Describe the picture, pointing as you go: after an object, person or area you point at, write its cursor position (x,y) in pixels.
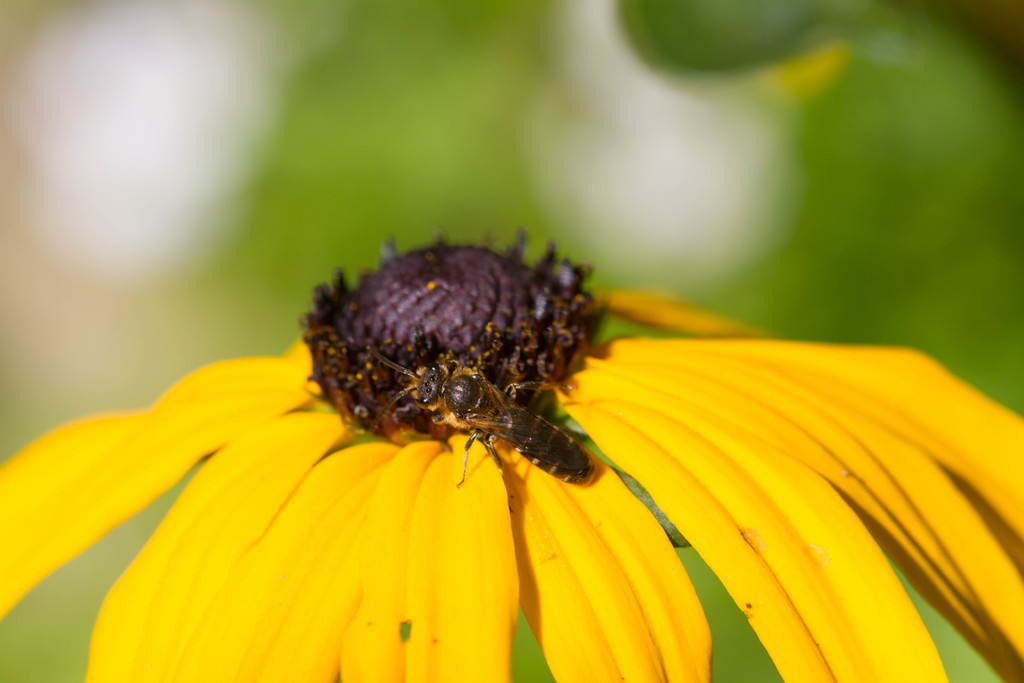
In this picture, there is a sunflower (635,457) which is in yellow in color. On the flower (502,497) there is a honey bee (398,365).
